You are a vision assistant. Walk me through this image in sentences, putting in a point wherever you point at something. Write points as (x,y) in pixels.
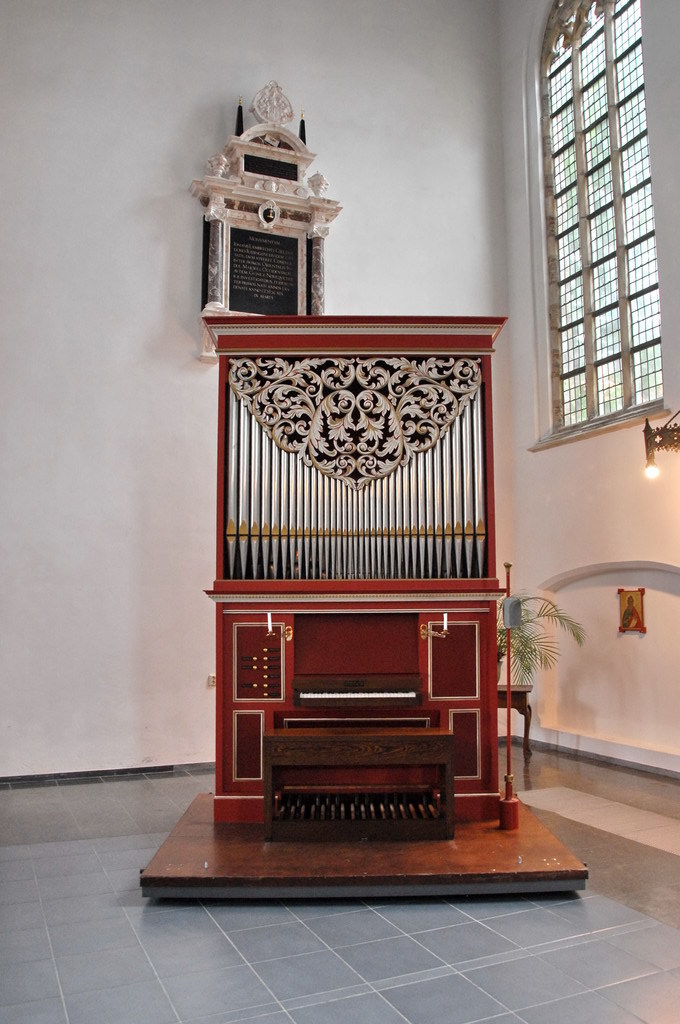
In this picture we can see a wooden object (249,337) on the floor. There is a plant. We can see a bulb (655,469) on the right side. We can see a white and black color object (251,166) on the wall (148,315).
